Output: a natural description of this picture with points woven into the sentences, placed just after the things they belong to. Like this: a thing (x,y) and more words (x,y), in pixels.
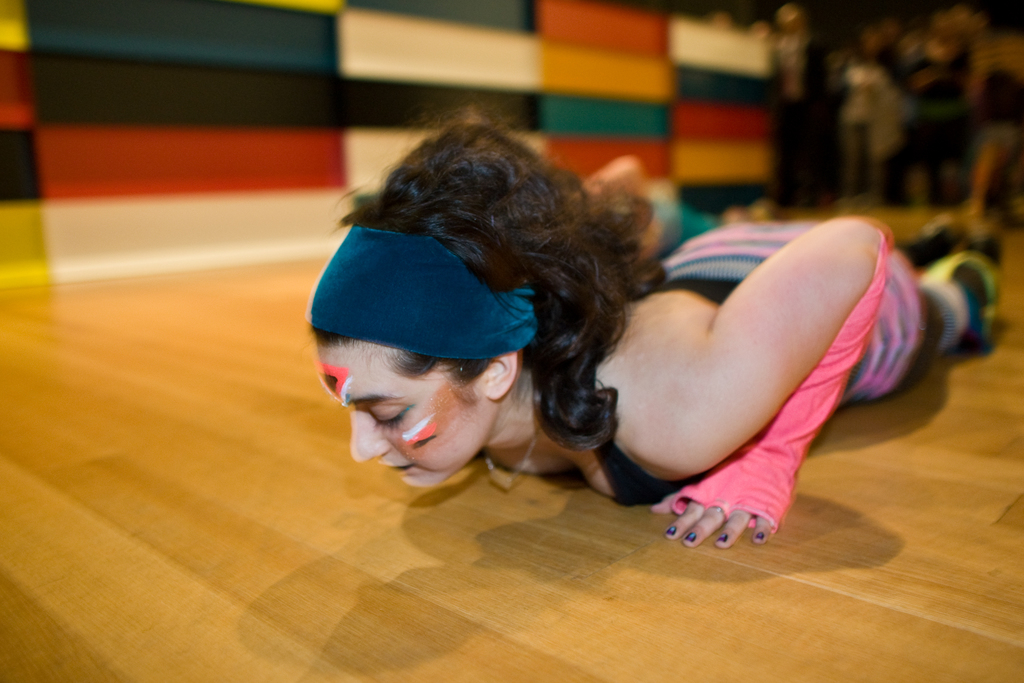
There is a lady (545,267) wearing headband (462,287) and gloves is lying on the floor (643,531). In the background (470,84) it is blurred.
